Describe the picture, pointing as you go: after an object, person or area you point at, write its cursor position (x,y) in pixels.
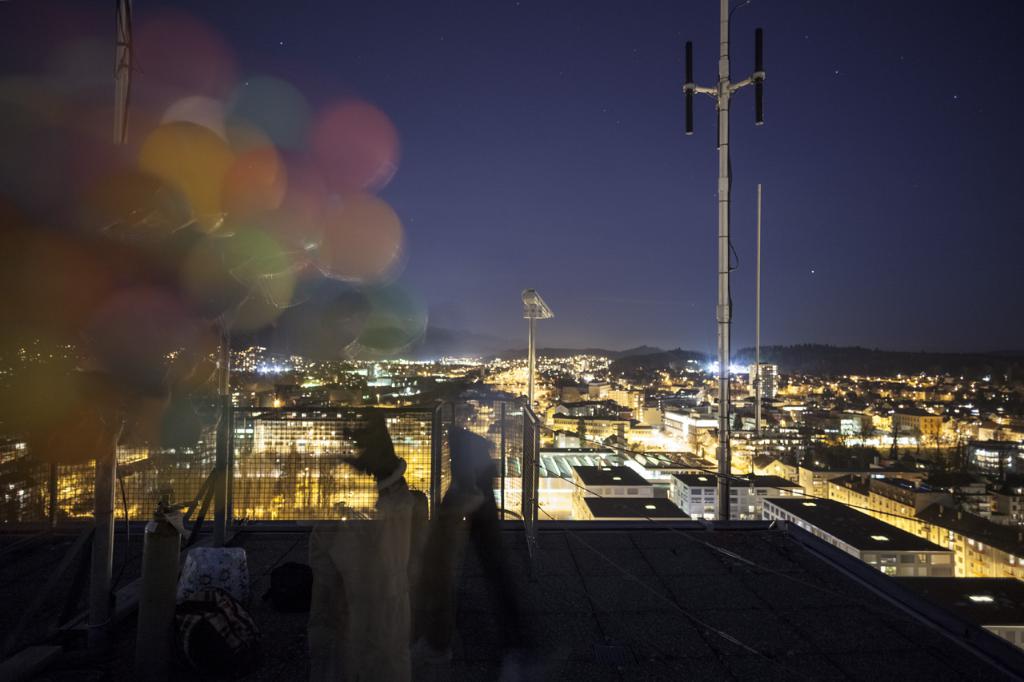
In this image I can see few multi color balloons (91,165), background (676,447) I can see few poles (721,157), buildings (333,436) and I can see few multi color lights (819,436) and the sky (485,210) is in blue and black color.
